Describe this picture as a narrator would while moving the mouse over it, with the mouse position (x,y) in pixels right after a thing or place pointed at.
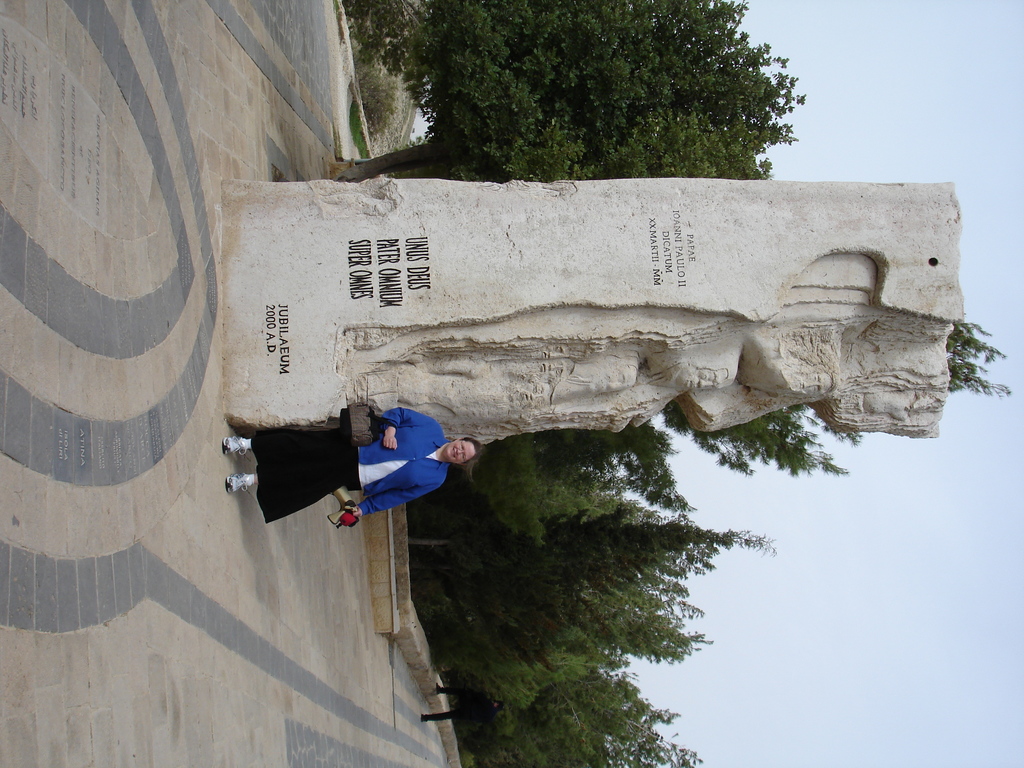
In this image we can see a person (403,485) and she is holding few objects (341,517) in her hands (360,510). There is a sculpture (449,356) in the image. There is some text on the sculpture (567,249). We can see the sky (872,624) in the image. There are many trees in the image.
